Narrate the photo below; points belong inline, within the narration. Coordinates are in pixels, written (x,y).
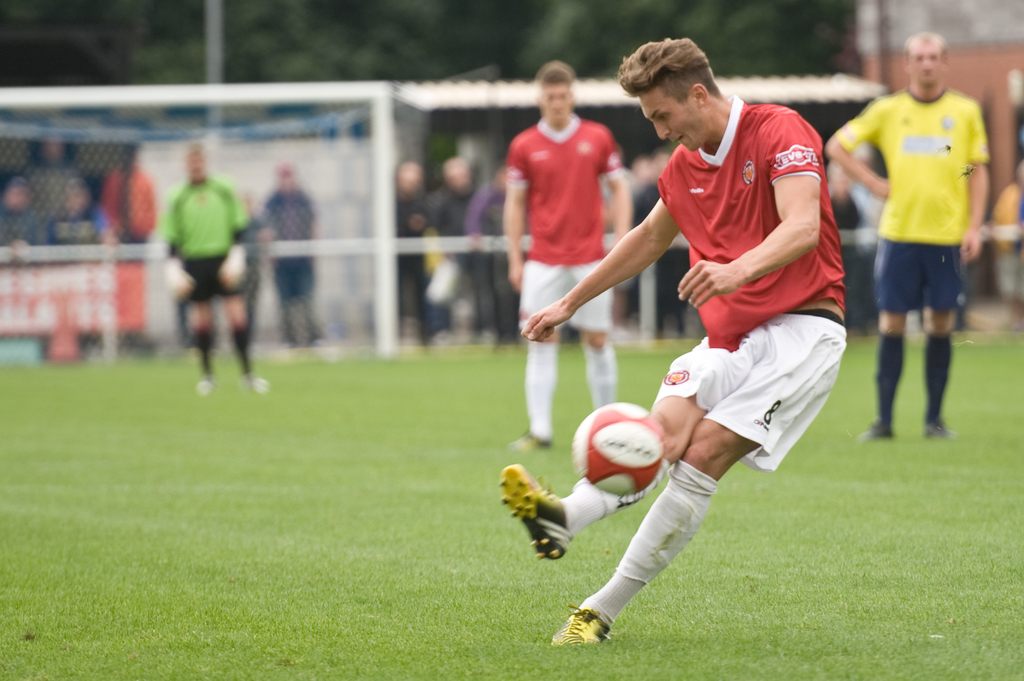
There are four men (710,259) on the ground (867,417). The men (771,237) with the red t-shirt (740,208) is kicking the ball (613,410) with his leg (569,495). At the back of him there are two men (897,134) standing. A men (586,169) to the left side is wearing a red t-shirt (575,199) and the other man (864,176) in the right side (936,176) is wearing a yellow t-shirt (891,176). The man (197,223) in the back side (197,209) is wearing a green t-shirt (202,209) is standing as a goalkeeper (230,276). In the background (450,214) there are some people (431,226) standing and on top of them there is a roof (752,91) and there are some trees (302,32).
